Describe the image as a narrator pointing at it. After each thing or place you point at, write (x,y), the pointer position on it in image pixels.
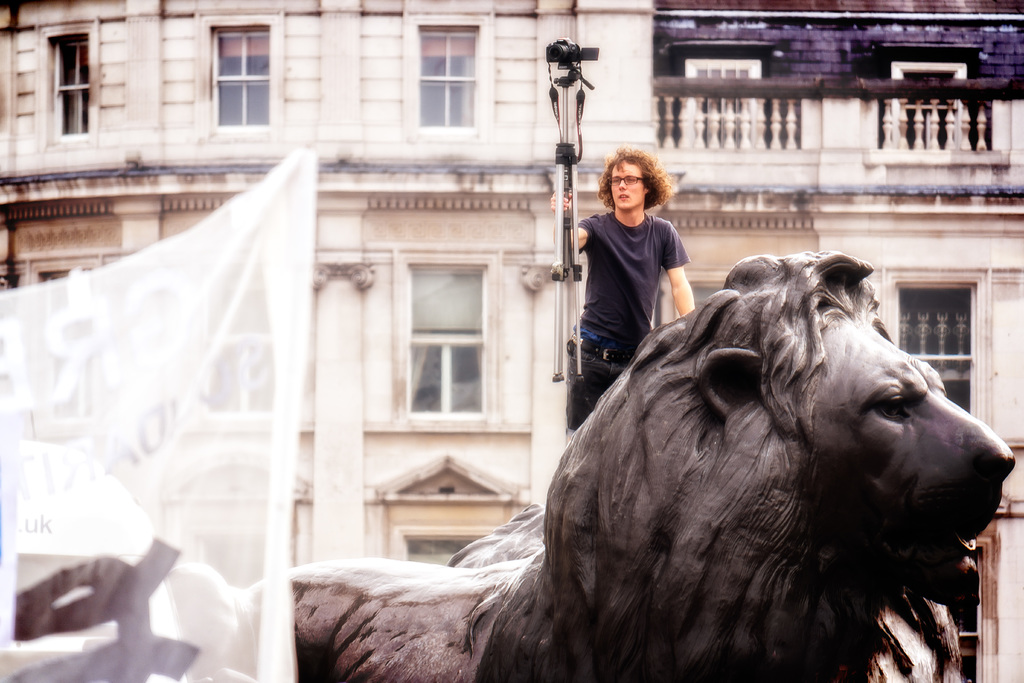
Here in this picture we can see a person (605,270) standing on a lion statue (666,469) present over there, we can see he is carrying a tripod (579,253) in his hand (566,203) with a video camera (575,50) on it present over there and behind him we can see a building (112,126) present and we can see windows (410,371) on it over there and in the front (246,399) we can see a banner (196,448) present over there.
